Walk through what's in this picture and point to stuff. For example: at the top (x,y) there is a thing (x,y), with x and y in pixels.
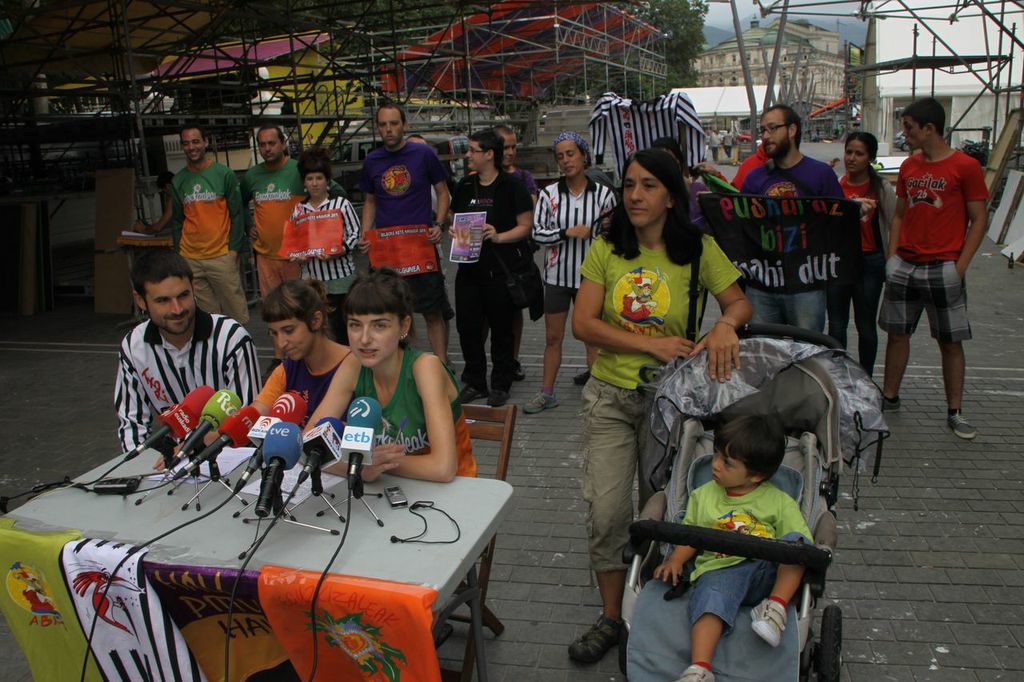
In this image we can see a group of persons (432,286) and among them few persons (487,166) are holding objects (722,216). In the foreground (434,520) we can see a few mics (268,507) on a table (260,529) and there are a few banners (248,652) attached to the table (210,561). Behind the table (199,549), we can see few persons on chairs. Behind the persons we can see metal rods (655,61), trees (676,68) and buildings (711,76).
